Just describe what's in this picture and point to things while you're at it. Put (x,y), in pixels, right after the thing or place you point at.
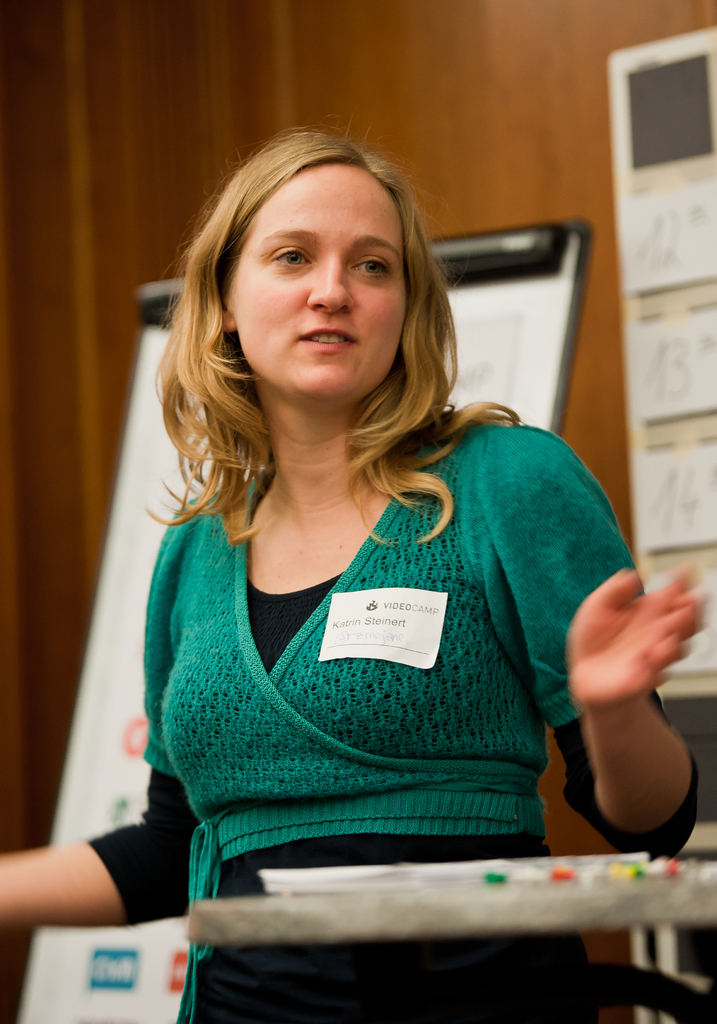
In the foreground of this picture (377,479) we can see a woman (305,645) wearing black color dress (294,619) and standing and we can see there are some objects (574,865). In the background (586,115) we can see the wall (173,270) and some other objects (648,270) and a board (139,718).
